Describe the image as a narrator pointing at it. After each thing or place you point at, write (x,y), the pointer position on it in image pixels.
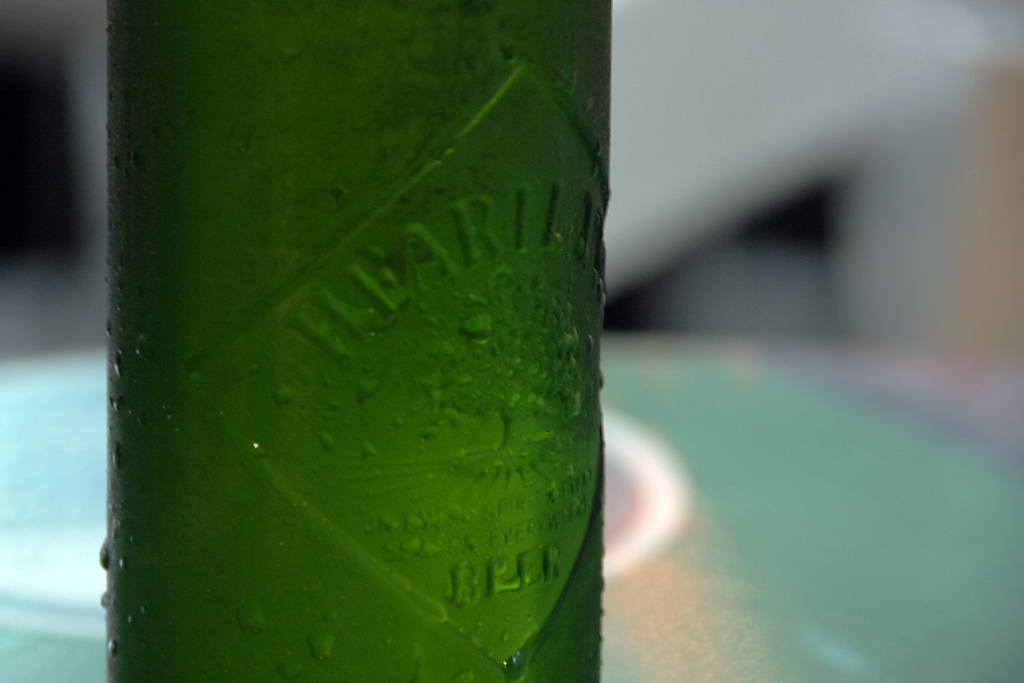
In this picture we can see a green beer bottle (475,576) in the front (526,528) with water droplets (507,660) on it. Behind we can see blur background (747,488).
